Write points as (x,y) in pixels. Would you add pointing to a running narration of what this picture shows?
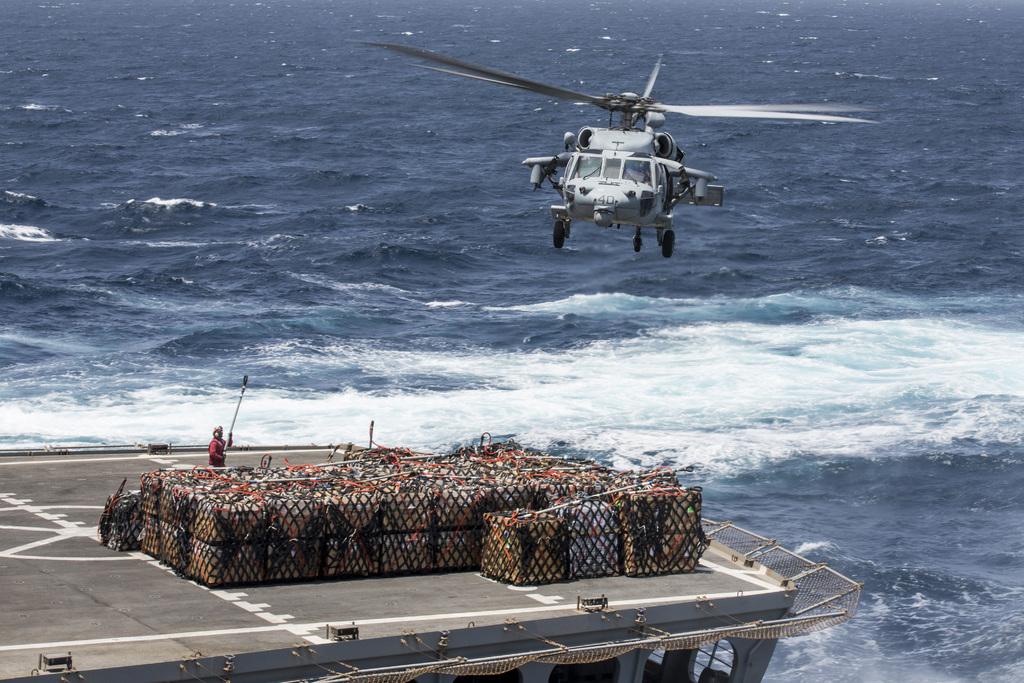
In the foreground (387,473) I can see a boat (227,603), boxes (432,492) and a person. On the top (557,185) I can see a helicopter (661,195). In the background (686,286) I can see the ocean (411,70). This image is taken during a day.
